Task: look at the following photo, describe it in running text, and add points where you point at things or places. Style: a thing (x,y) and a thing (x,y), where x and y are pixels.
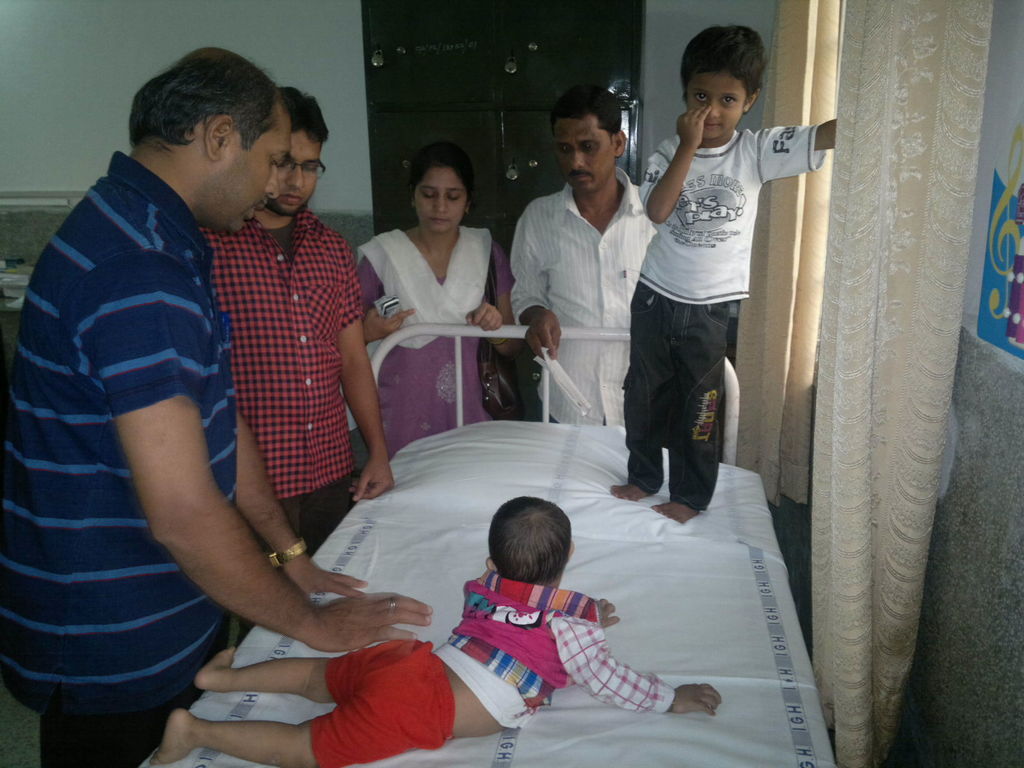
In this image I can see six people (537,497), four elders (562,238) and two kids (661,163), one kid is lying on the bed (210,699) and another one is standing on the bed (468,560). I can see a window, a wall (973,392) with a poster (999,308) and a curtain (879,231) on the right hand side (884,253). I can see a wall (659,13) and a metal cupboard (517,69) with lockers (523,63) behind the people (693,80).
